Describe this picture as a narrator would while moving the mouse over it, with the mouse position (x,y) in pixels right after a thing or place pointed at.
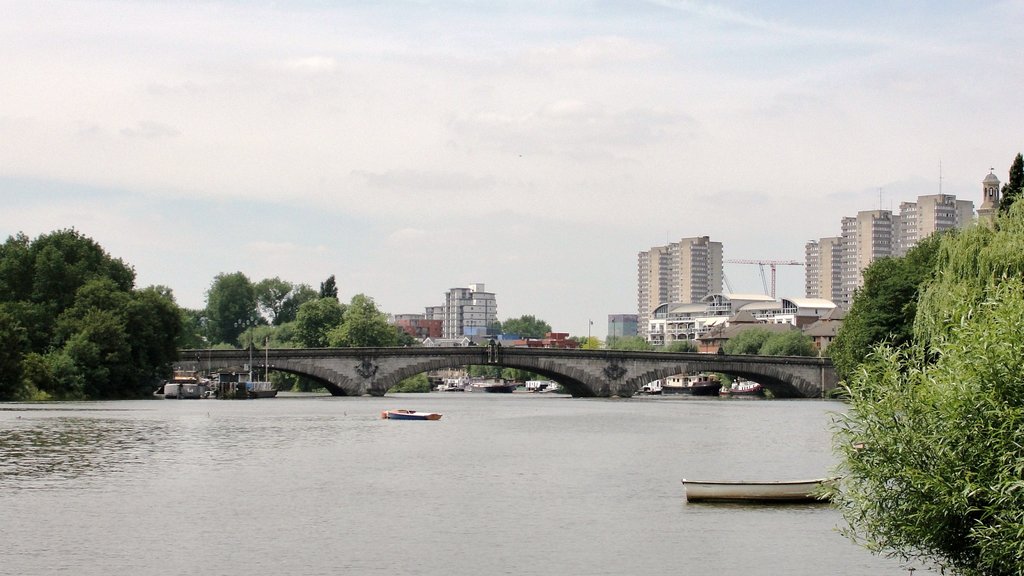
In this picture we can see few boats (429,415) on the water (421,450), and we can find few trees (948,315), buildings (820,278) and a crane (751,259), and also we can see a bridge (468,364) over the water (559,393).
